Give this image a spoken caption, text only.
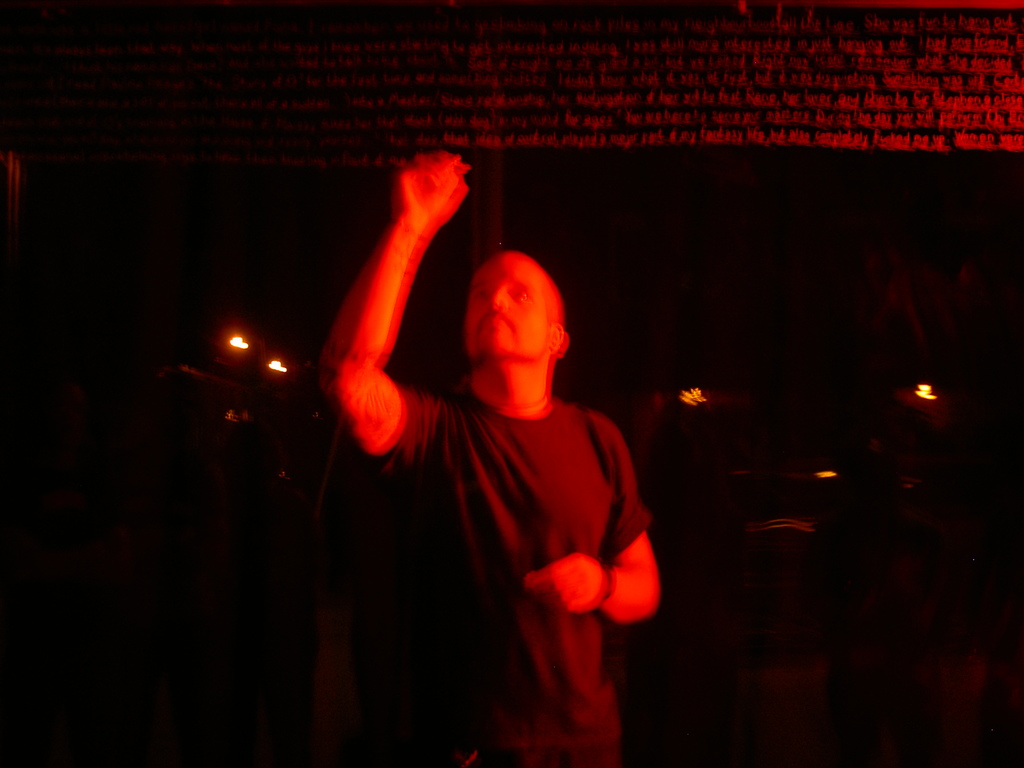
In the picture we can see a man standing in the dark and raising his hand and he is wearing a black color T-shirt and red color light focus on him.
